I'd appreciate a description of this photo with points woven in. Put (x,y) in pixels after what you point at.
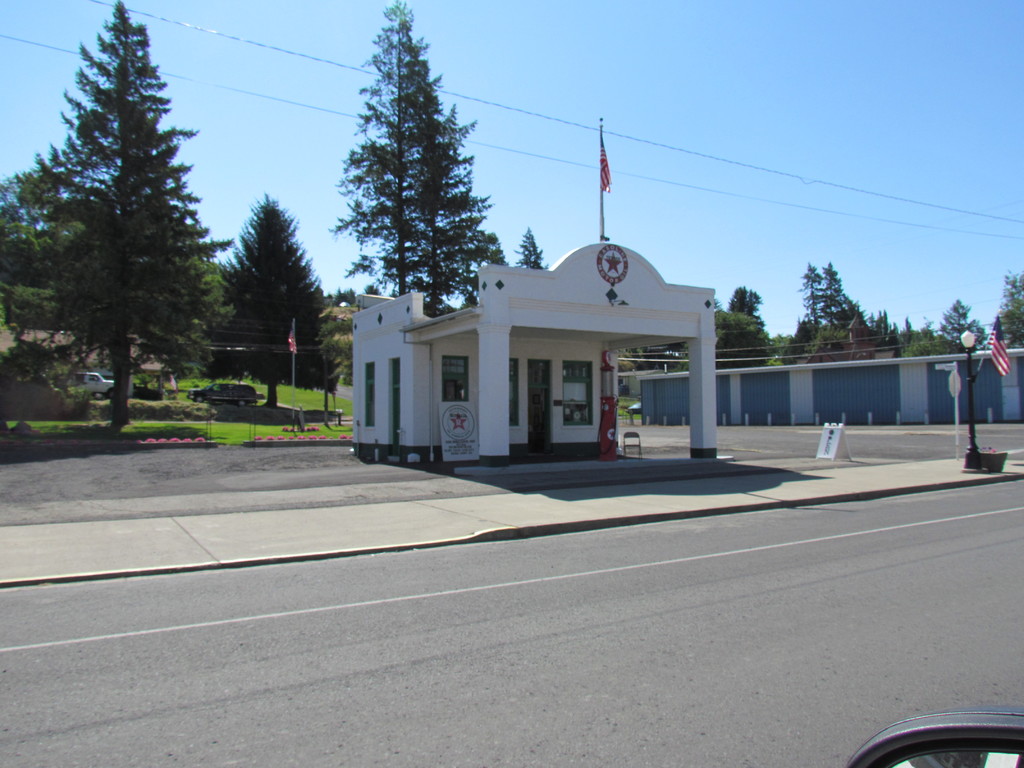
This is a small building (494,418) with the glass doors (399,399) and windows (566,420). I can see a flag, which is hanging to a pole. These are the trees (291,274). This is a road (1003,569). Here is a chair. I can see the boards (821,448). On the right side of the image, I can see another flag (994,360), which is attached to a light pole (973,376). I think these are the vehicles (86,381). This is the sky (838,121). At the bottom right side of the image (903,736), that looks like an object (967,728).
